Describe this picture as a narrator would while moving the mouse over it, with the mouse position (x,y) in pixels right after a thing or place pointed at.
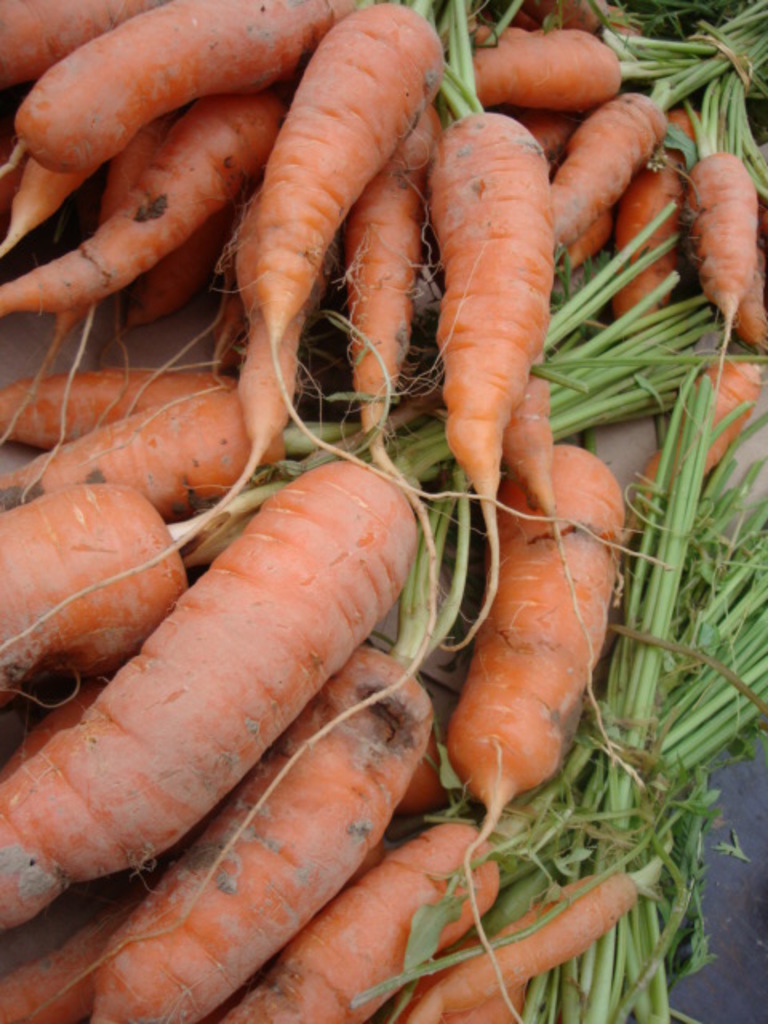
In this image I can see few carrots (404,195) in orange color and leaves (449,605) in green color. They are on the surface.
